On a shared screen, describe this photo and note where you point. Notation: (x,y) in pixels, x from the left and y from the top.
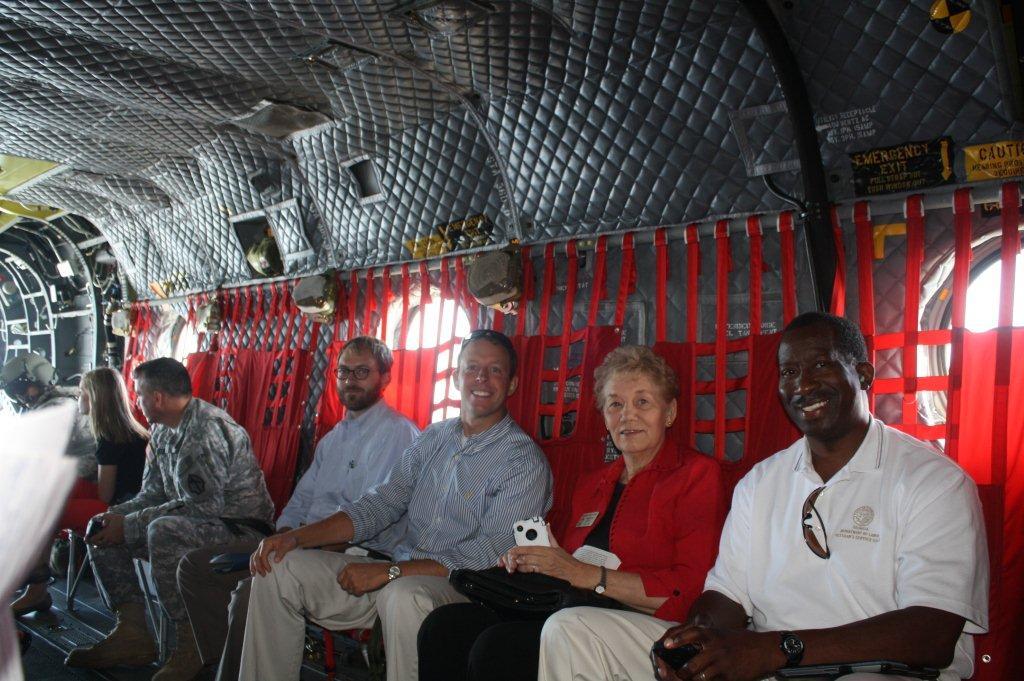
There are persons (82,454) in different color dresses (350,475) sitting. Some of them are smiling. In the background (331,378), there are windows (413,316) covered with red color curtain (257,369) and there is roof (304,110).
